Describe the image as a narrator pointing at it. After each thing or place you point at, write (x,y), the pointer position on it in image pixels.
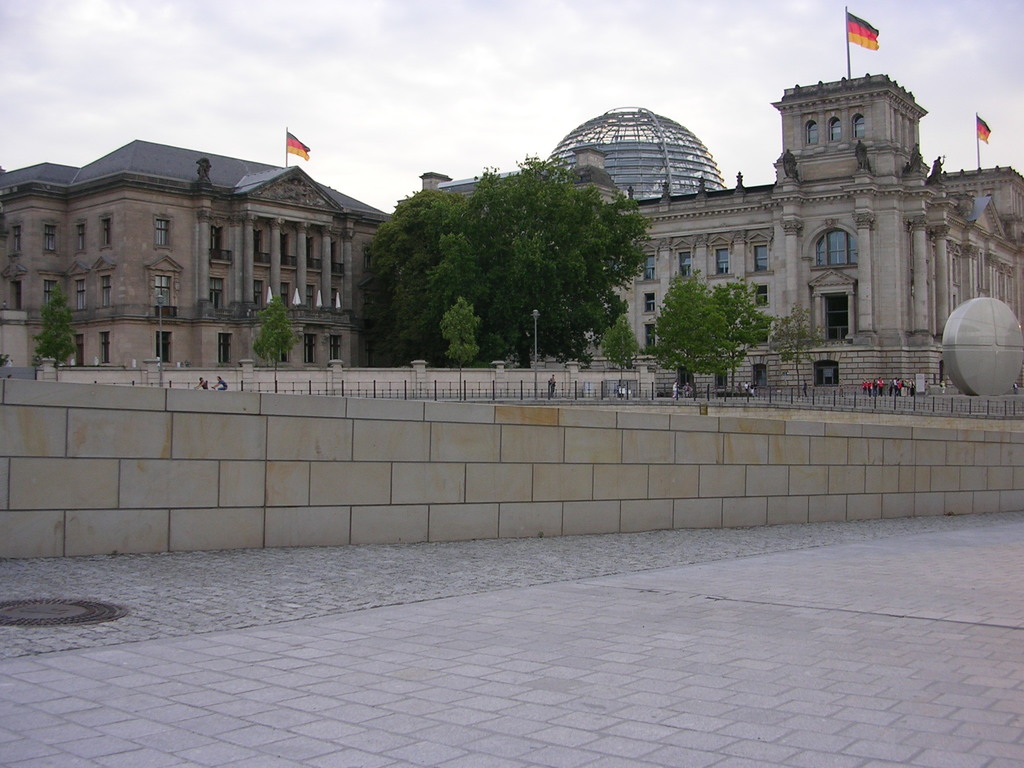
In this image in the front (613,467) there is a wall (602,476) and in the center (489,323) there are persons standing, there are trees (453,272). In the background (136,207) there are buildings (813,223) and on the top of the buildings (838,162) there are flags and the sky (539,73) is cloudy.
